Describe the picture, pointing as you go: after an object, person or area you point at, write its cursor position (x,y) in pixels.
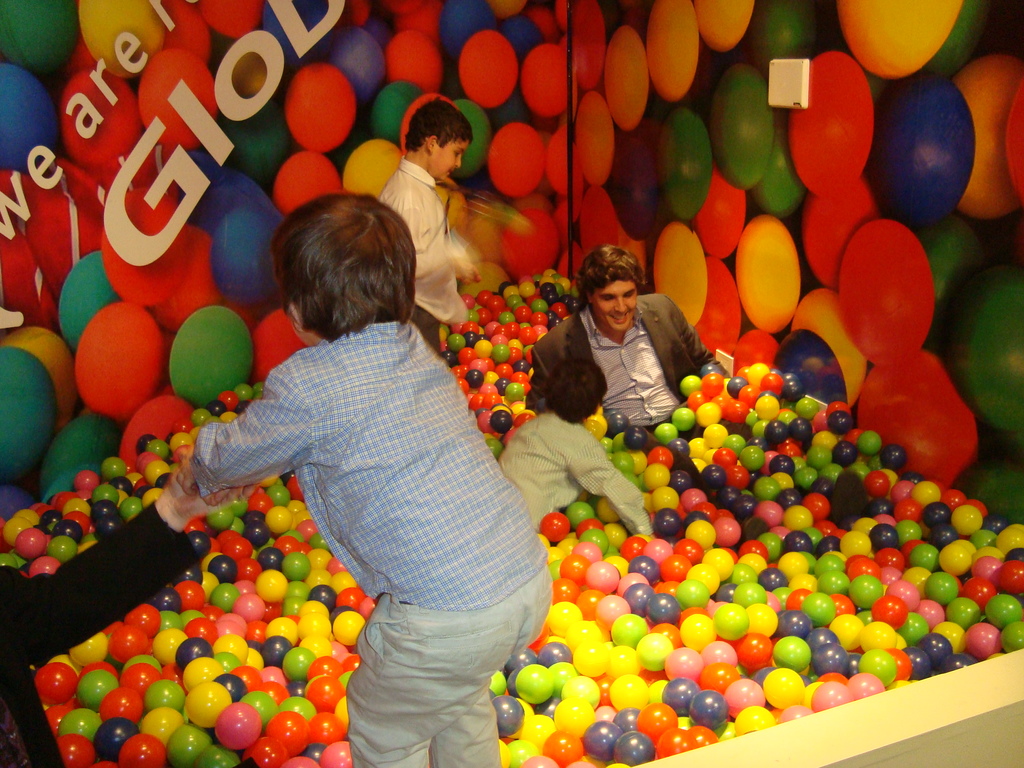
This is a fun ball pit (789,661). In this picture we can see a few people (483,565) playing in a fun ball pit (497,424). There is a colorful wall (877,152) in the background (154,343).
